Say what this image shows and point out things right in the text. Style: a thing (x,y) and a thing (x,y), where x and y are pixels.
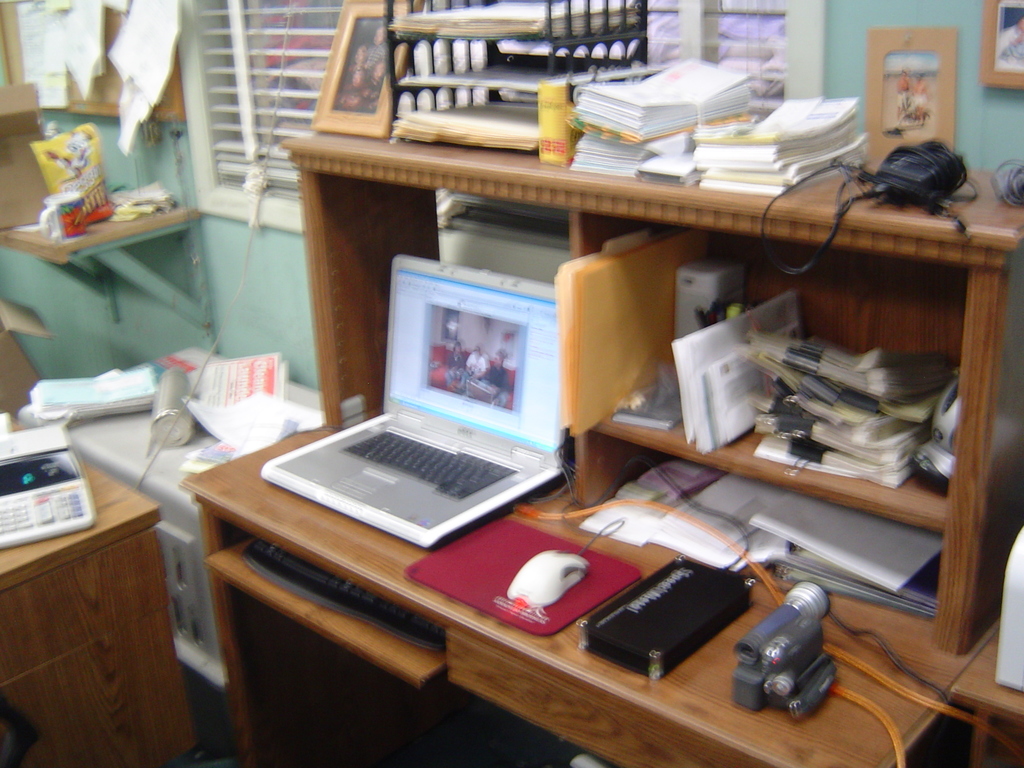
In the picture we can see a table (348,246), a desk (348,227), laptop (537,284), keyboard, mouse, mouse pad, camera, and some papers (711,514), books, and window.
